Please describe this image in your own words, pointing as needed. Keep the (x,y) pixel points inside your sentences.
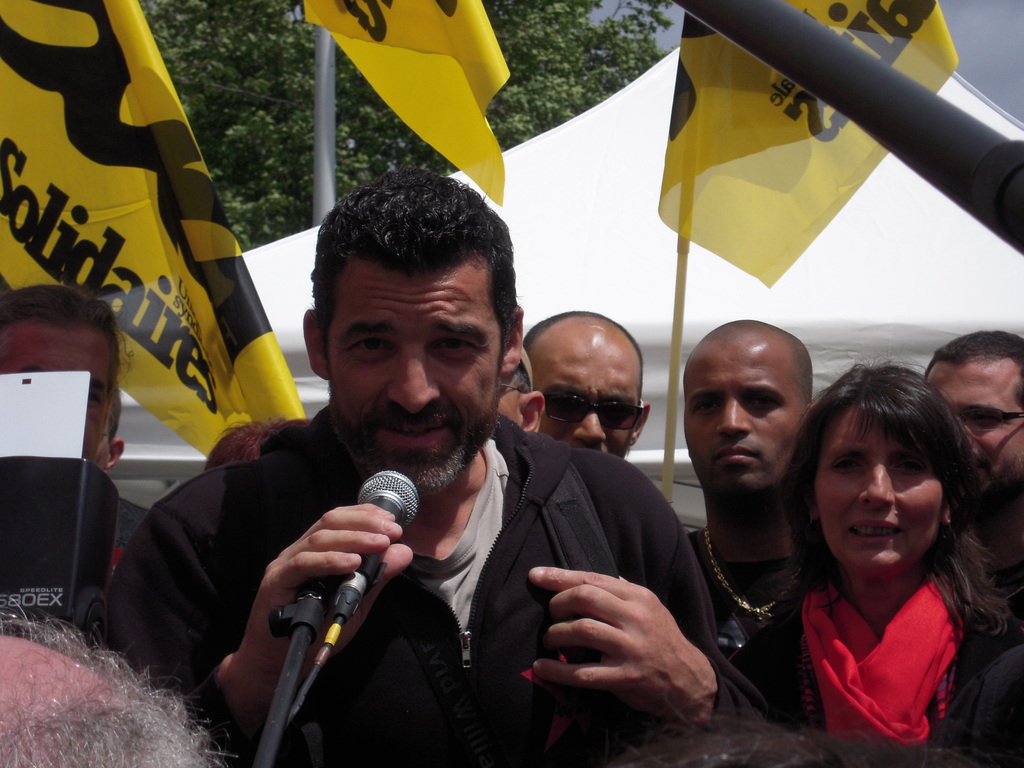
In this picture we can see a group of people (497,296) standing and a man (432,489) among them is holding a mic (402,481).
